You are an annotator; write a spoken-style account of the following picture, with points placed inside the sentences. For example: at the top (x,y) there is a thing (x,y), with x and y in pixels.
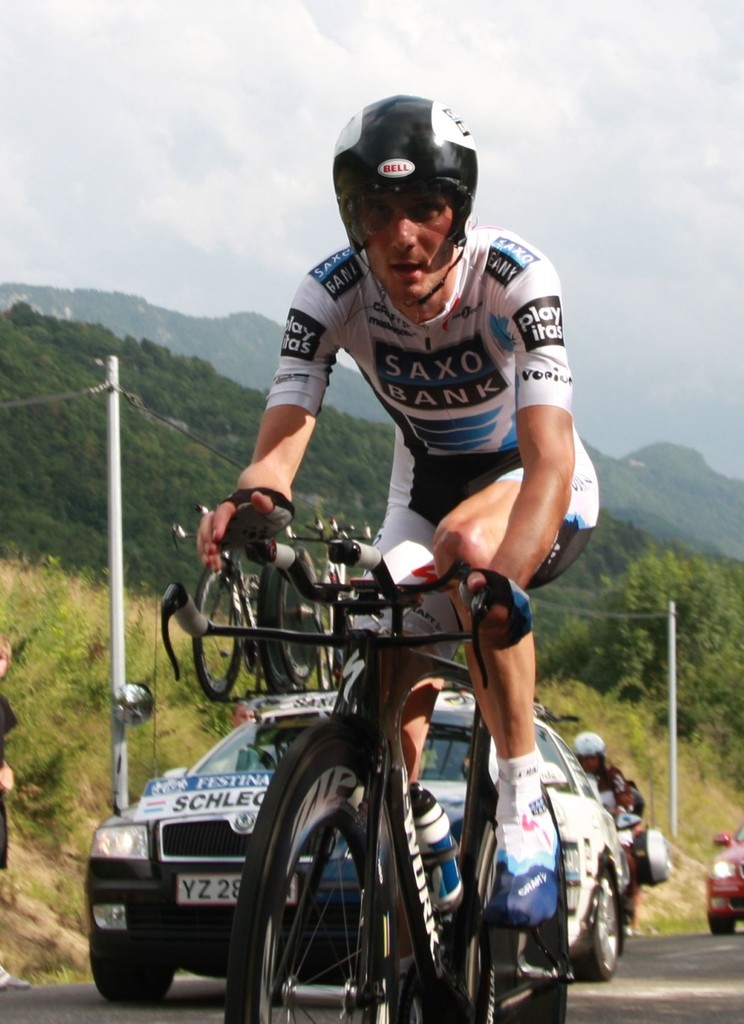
In this image, we can see a person (522,348) wearing clothes (478,479) and riding a bicycle (463,862). There is a car (597,975) on the road (610,980). There is a pole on the left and on the right side of the image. There are hills (249,420) in the middle of the image (254,363). There is a sky (391,28) at the top of the image (288,226).
